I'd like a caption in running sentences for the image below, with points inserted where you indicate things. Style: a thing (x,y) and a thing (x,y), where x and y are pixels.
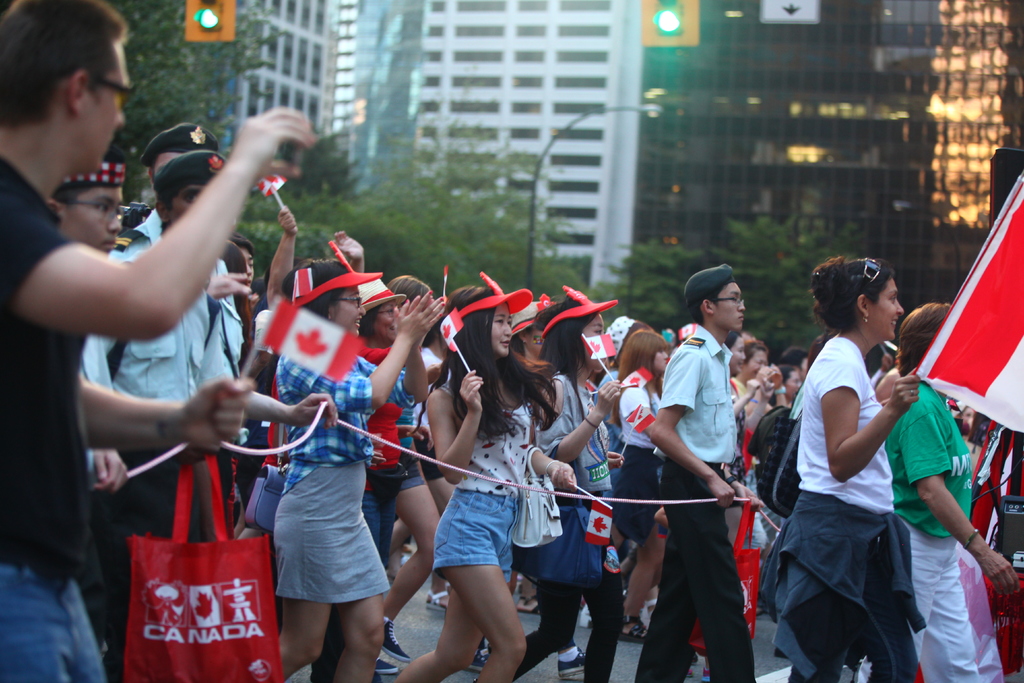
In this image we can see these people (449,426) are holding flags (997,402) and walking on the road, we can see security persons (712,338) are holding ropes (481,473) and this part of the image is blurred, where we can see a person (67,42) wearing black color T-shirt (16,416). In the background (470,161), we can see a light pole (546,150), traffic signal poles (680,20), trees (182,18) and the tower buildings (541,97).
